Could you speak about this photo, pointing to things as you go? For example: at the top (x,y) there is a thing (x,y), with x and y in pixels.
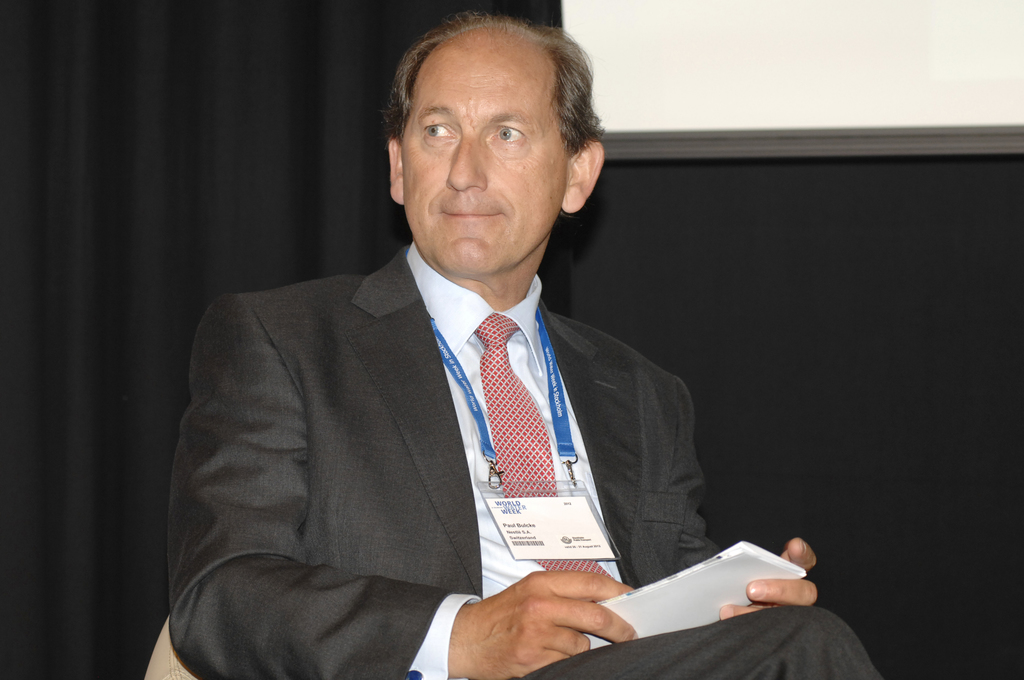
In this image we can see a person (637,534) wearing coat (436,578), tie (498,426) and id card (557,504) is holding paper (707,608) in his hand (751,601). In the background (899,580) we can see a black screen (51,235).
